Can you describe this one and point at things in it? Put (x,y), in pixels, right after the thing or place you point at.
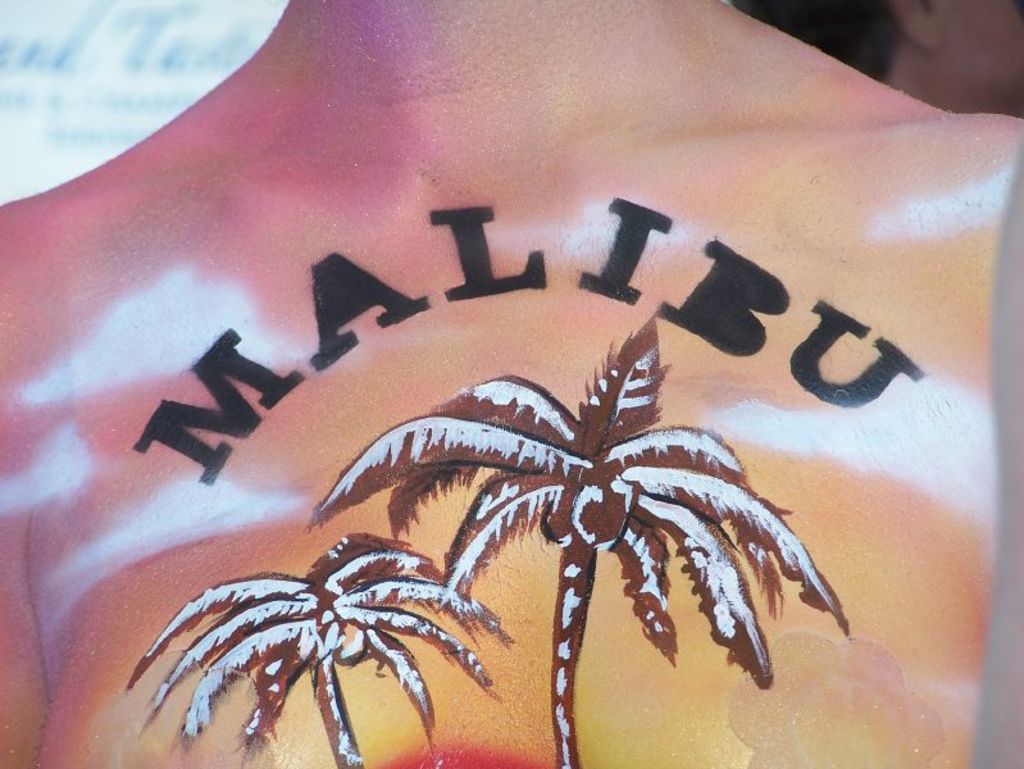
In this image we see a human body (497,589), here is the tattoo (579,621) on it, here are the coconut trees (557,512), at above here something is written on it.
